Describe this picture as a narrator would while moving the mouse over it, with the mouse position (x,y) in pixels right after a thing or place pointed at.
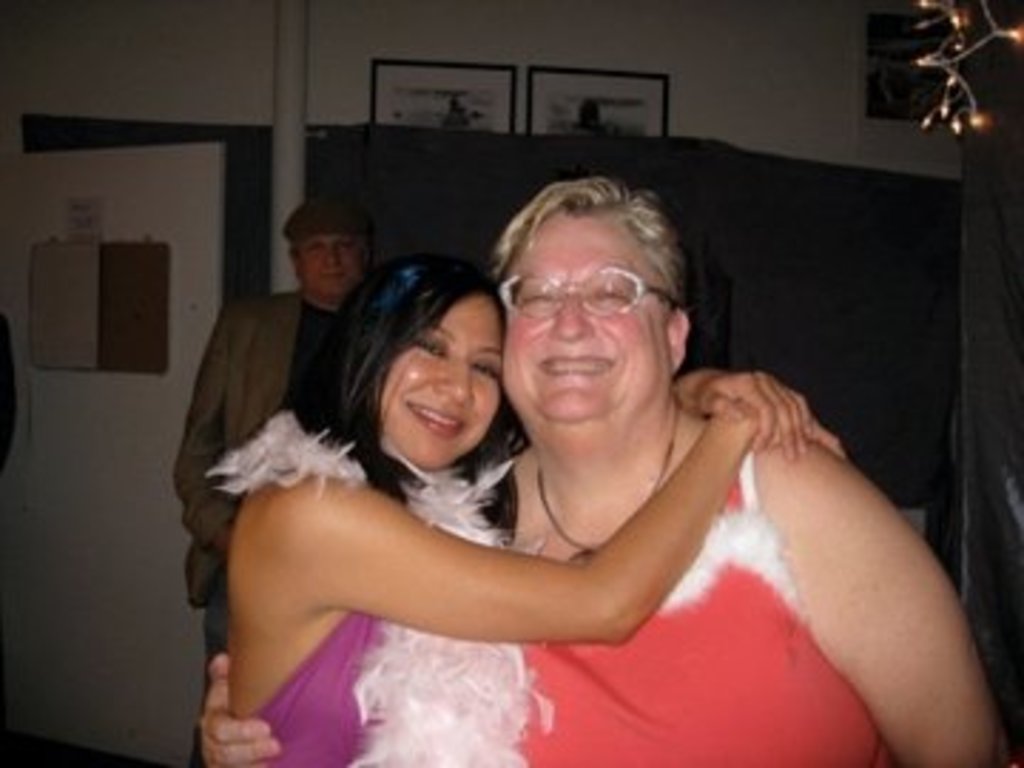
In this picture, we can see a few people (485,402), and in the background (143,266) we can see the wall (166,171) with posters (642,102), and we can see a pole (289,28), and some lights (936,68) in the top right corner (950,85).
